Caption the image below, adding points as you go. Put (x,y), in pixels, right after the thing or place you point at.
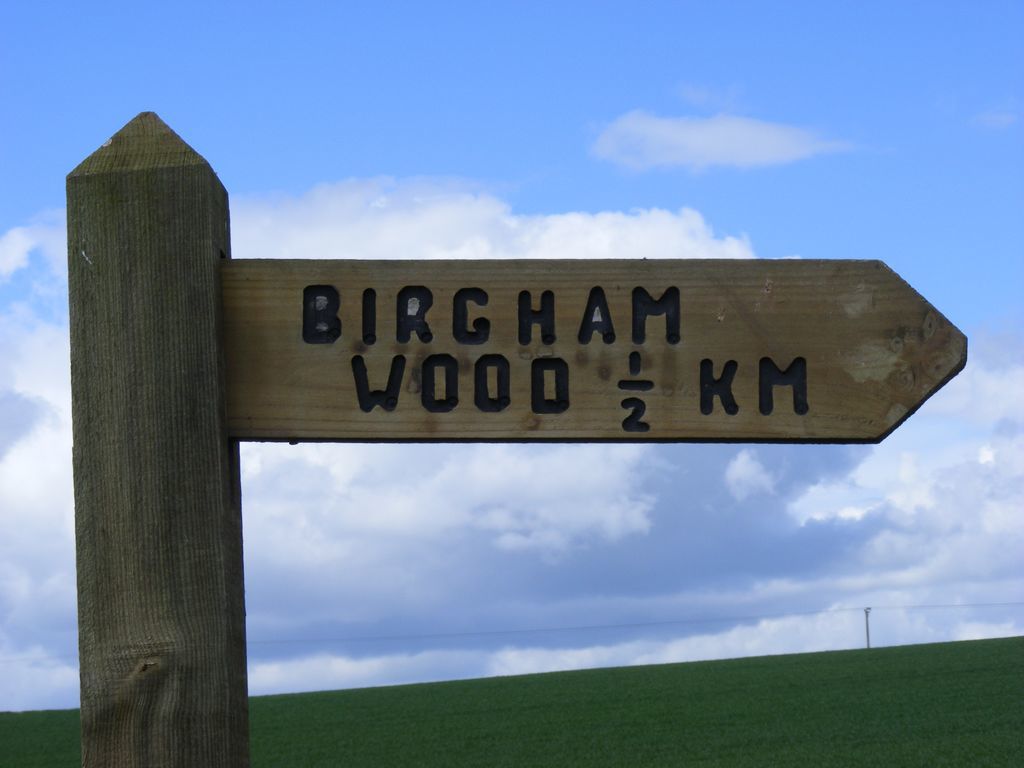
In this image we can see one wooden board (338,332) with text (539,364) and numbers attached to the wooden pole (186,694). There is one pole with wire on the ground (968,654), some green grass (944,716) on the ground (717,698) and in the background (186,89) there is the cloudy sky (195,44).
